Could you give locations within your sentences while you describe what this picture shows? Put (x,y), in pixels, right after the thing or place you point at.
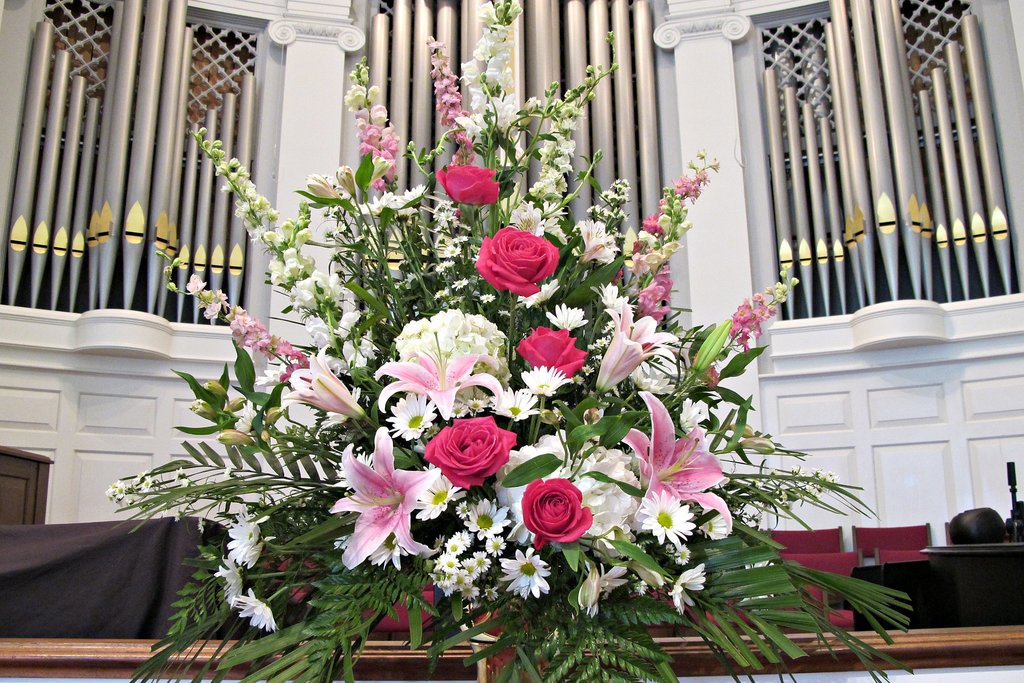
Here we can see a flower bouquet (552,490). There are chairs (905,535) and this is cloth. In the background (176,447) we can see a decorative wall (758,201).
